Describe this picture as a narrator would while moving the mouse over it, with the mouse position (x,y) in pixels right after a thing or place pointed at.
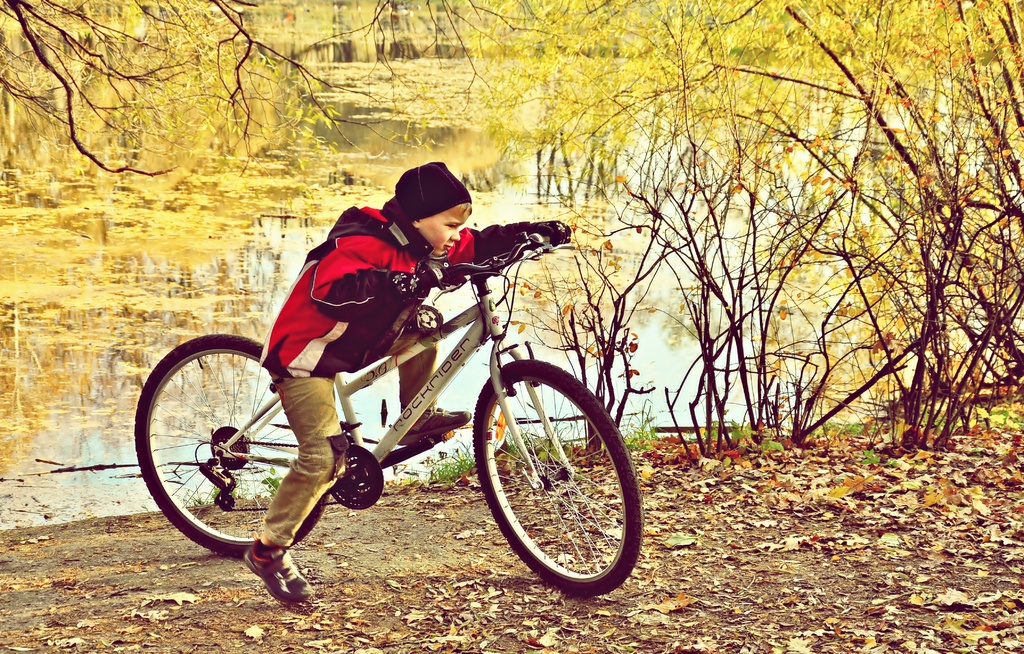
a person (322,373) is riding a bicycle (455,373). behind him there are trees (8,11) and water (230,236).
